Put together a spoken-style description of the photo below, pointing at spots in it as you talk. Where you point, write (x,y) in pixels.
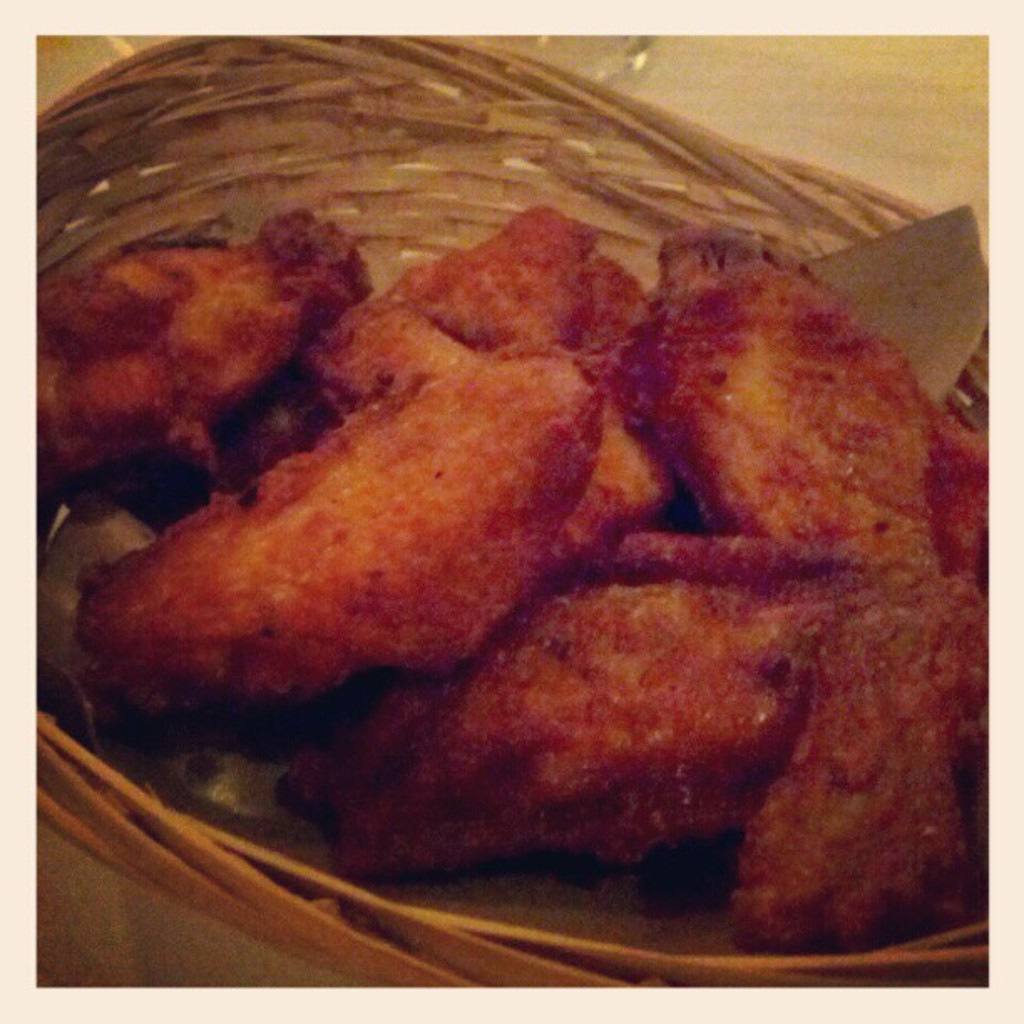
In this image we can see some food (397,617) in a basket (352,699) which is placed on the surface (63,892).
